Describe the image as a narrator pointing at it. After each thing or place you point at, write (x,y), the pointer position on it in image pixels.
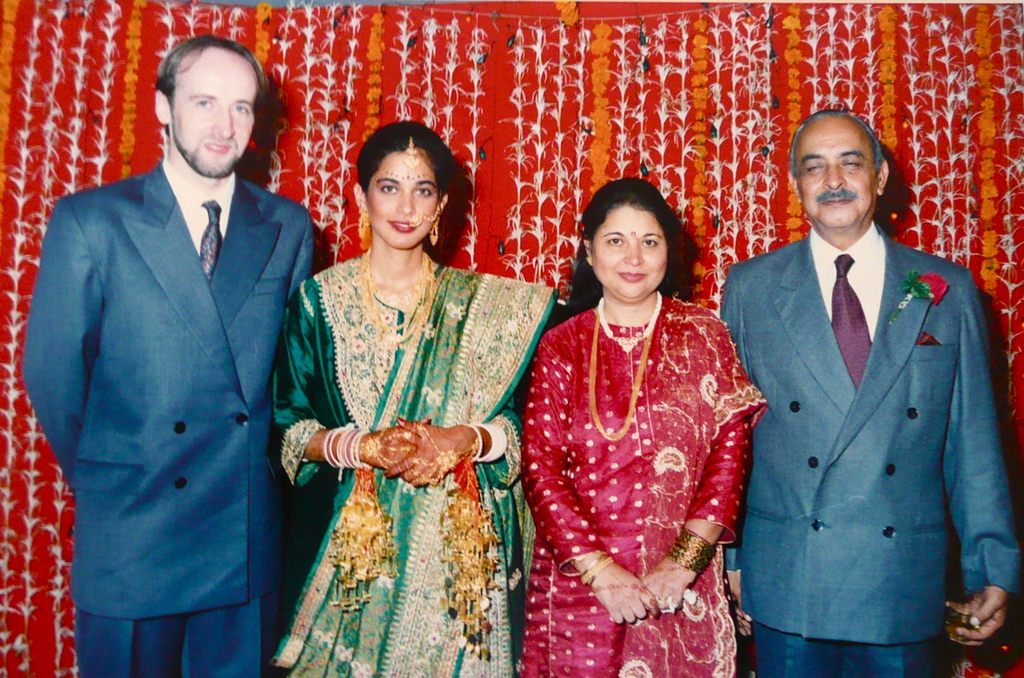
In this image, we can see some people (34,402) standing, in the background (27,293), we can see decoration (644,49) with the flowers (644,49).
